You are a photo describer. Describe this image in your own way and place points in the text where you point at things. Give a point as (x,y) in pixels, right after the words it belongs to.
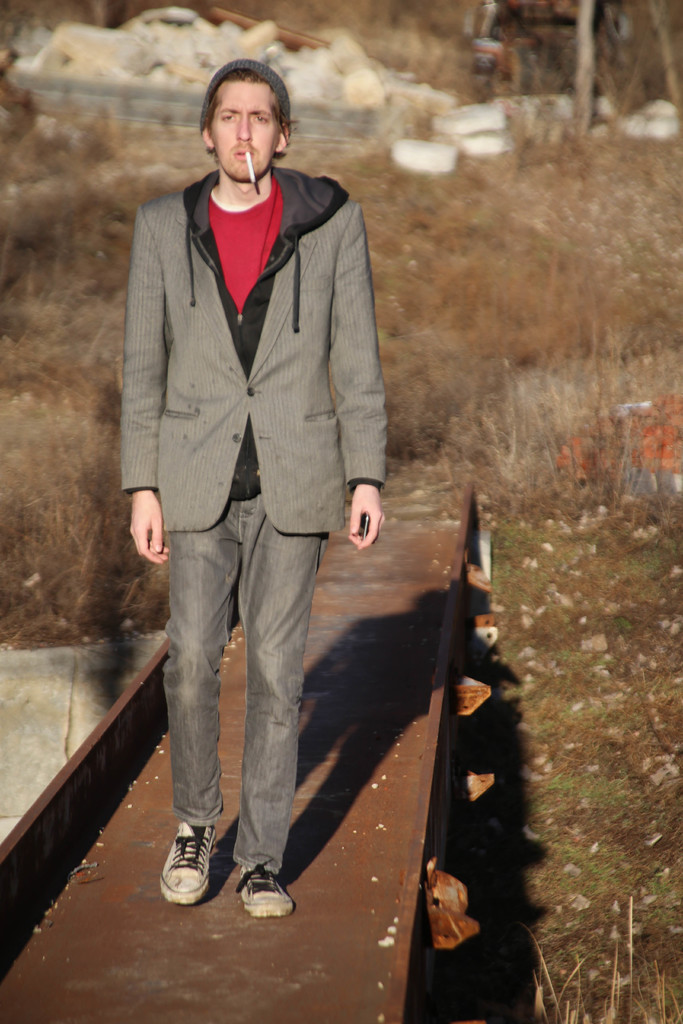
In the center of the image (292,355) there is a person (236,421) wearing suit (205,492) and walking on the walkway (312,896). In the background (7,374) we can see grass (46,331), stones (84,45) and trees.
